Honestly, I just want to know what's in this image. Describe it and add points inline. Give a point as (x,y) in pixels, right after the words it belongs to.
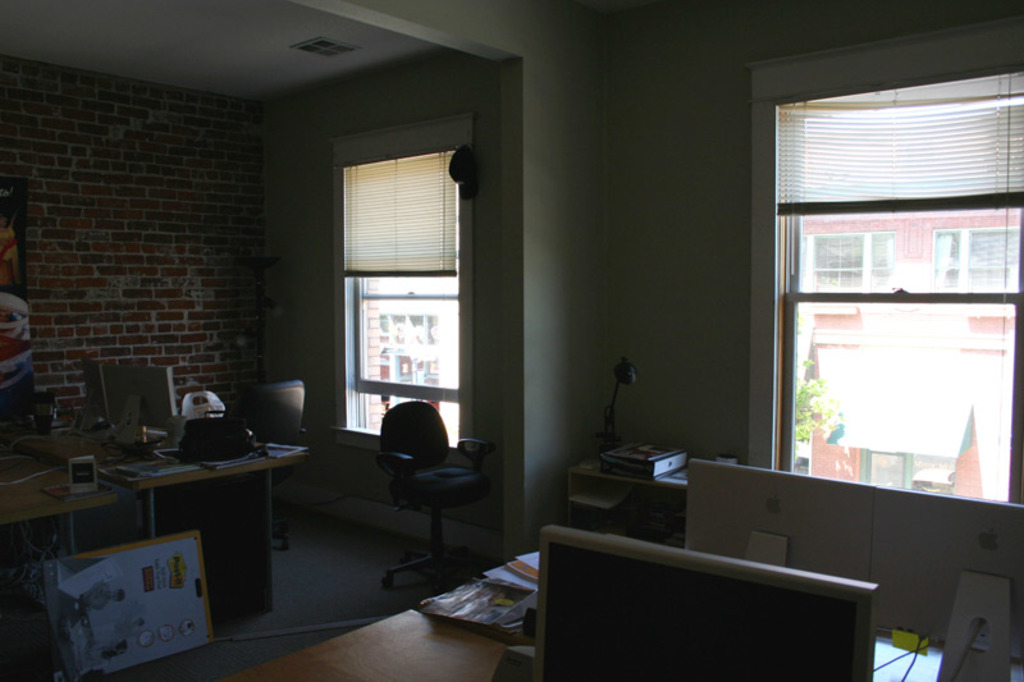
There are tables (458,644). On the table (401,647) there are books (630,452), computers (653,614) and many other items (171,471). Also there are chairs (409,432). In the back (372,307) there are windows (820,357) with curtains (415,263). Near to that there is a table (638,478) with books (628,465). On that there is a table lamp (620,377). And there is a brick wall (183,253).
